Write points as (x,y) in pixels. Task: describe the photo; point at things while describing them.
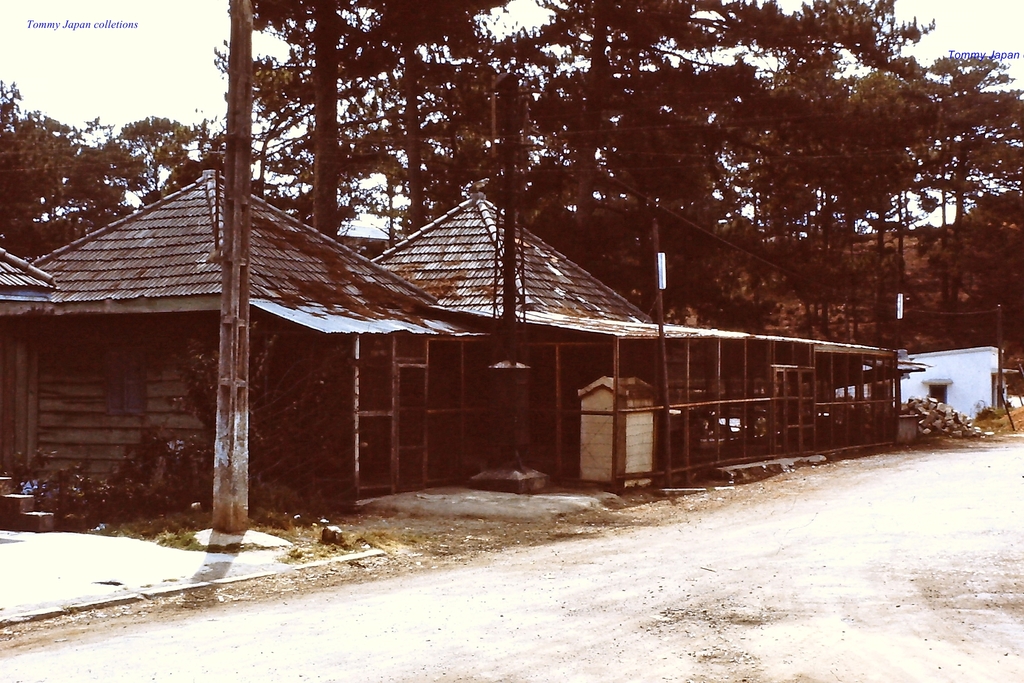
In this picture I can see houses (193,252), there are trees (990,78), poles (507,391), rocks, plants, and in the background (78,40) there is the sky (78,40) and there are watermarks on the image.
